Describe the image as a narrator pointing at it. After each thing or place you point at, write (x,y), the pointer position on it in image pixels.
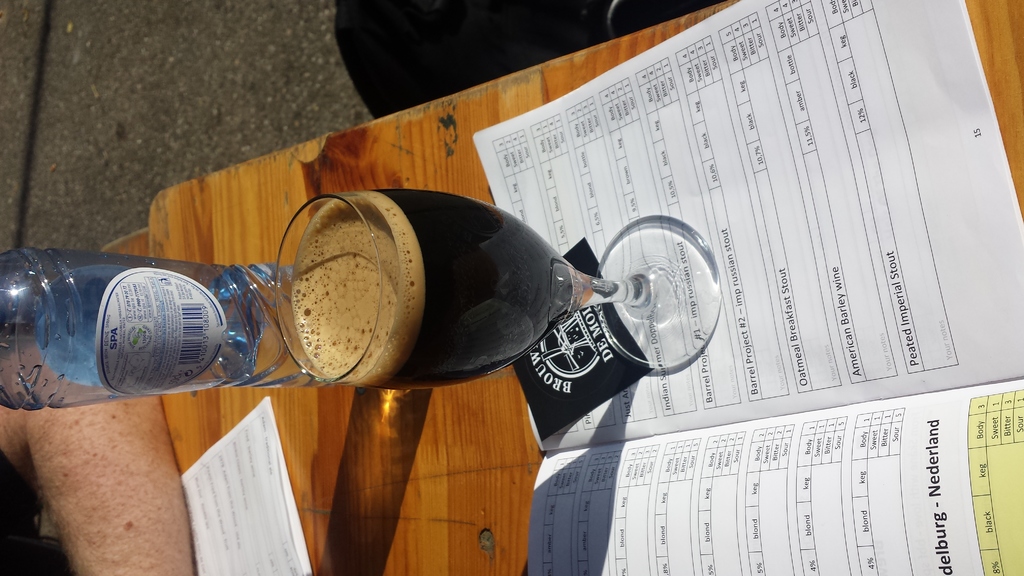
In this image I can see a bottle (70,336), glass (449,309) and a paper (729,193). And a sticker (130,319) is attached to the bottle (152,306) and these things (85,334) are on the table (444,496). I can see a person's hand (102,489) on the table (463,400).
